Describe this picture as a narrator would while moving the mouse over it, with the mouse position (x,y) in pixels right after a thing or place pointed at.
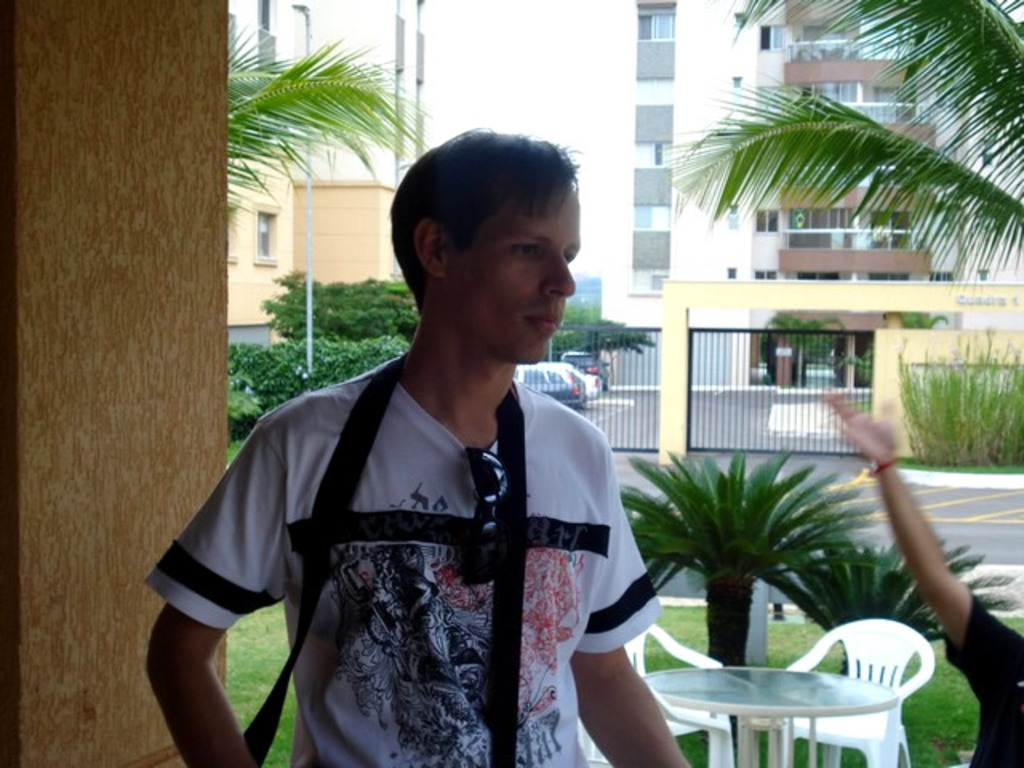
In this image we can see a man (406,425) with a goggles (500,486) on the t shirt (441,503). In the back (726,690) there is a table (746,676). Also there are chairs (712,663). In the background (348,335) there are trees (721,199). And there are buildings (362,203) with windows (736,87). Also we can see gates (635,394) and vehicles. On the ground (267,646) there is grass (970,739). And we can see hand (954,621) of a person (905,503) on the right side (991,620).
